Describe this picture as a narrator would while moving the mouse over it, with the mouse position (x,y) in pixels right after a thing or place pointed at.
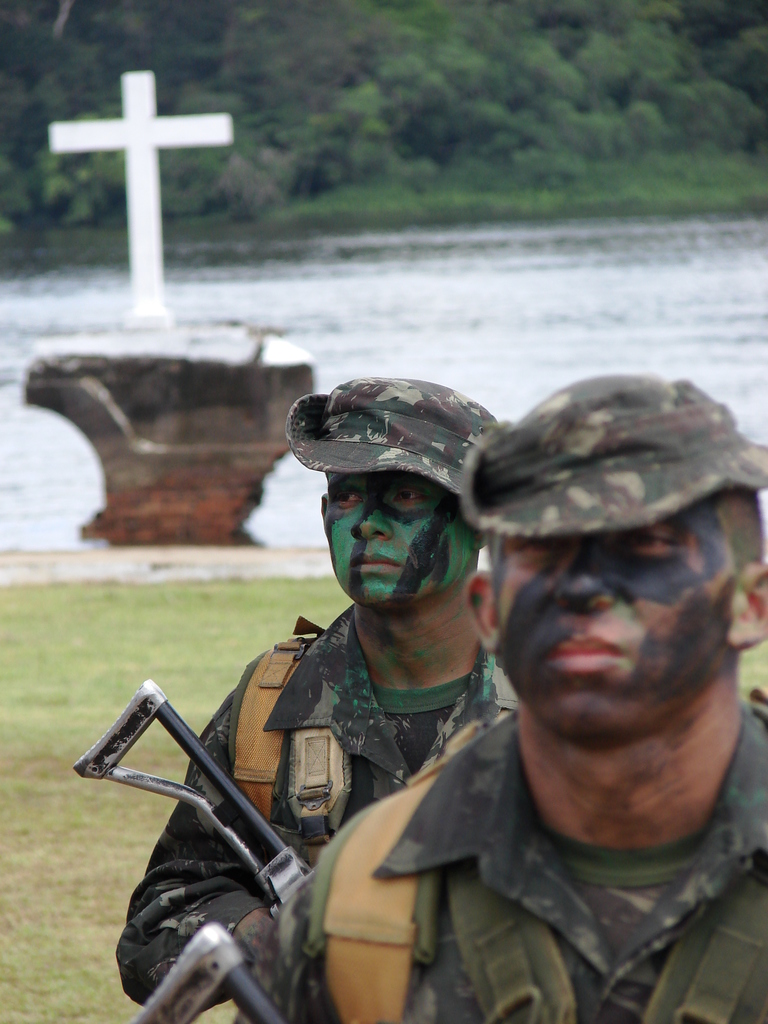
In this image we can see two men (363,454) holding guns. On the backside (342,358) we can see some grass (317,583), water (33,427), a cross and some trees (488,194).
